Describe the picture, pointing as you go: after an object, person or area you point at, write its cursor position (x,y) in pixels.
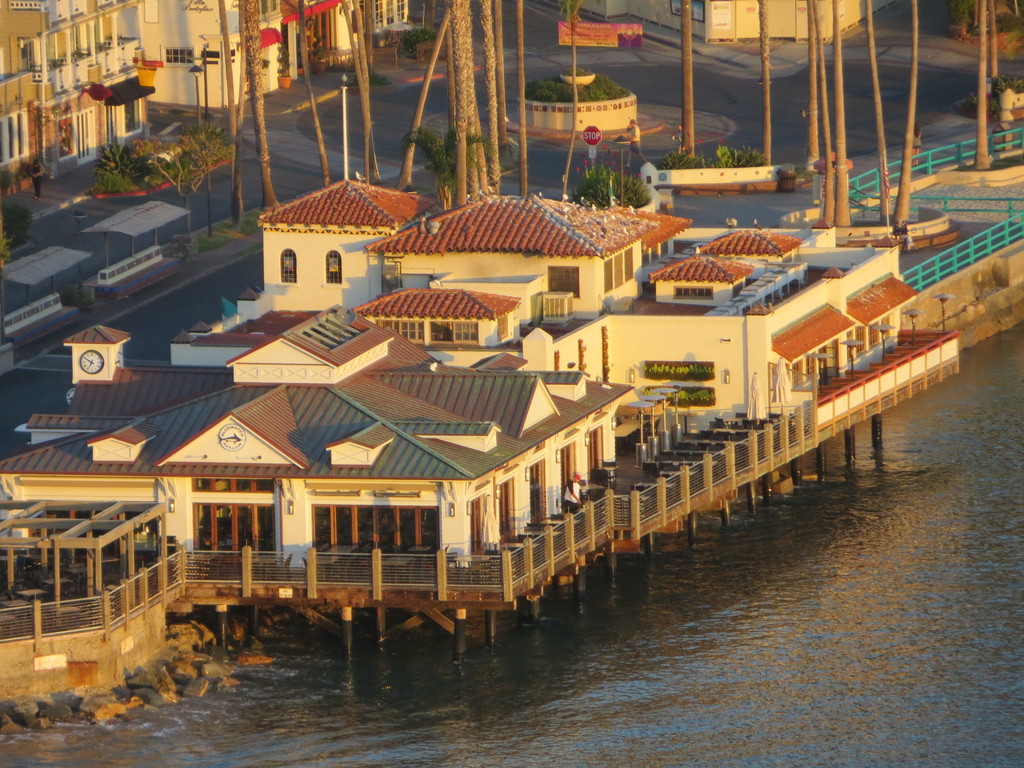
In this image there are houses (204,325) and trees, on the road (168,330) there are sign boards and there is a person (641,152) walking, in front of the houses (478,433) there is water (765,627).
